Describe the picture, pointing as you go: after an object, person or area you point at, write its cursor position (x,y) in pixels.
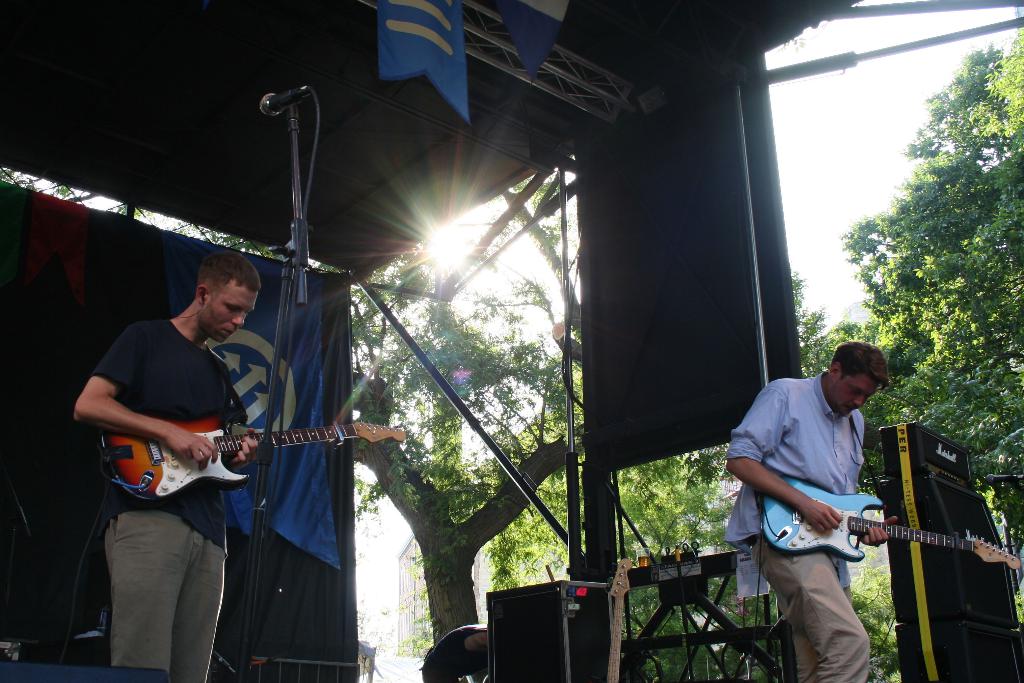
In this picture outside of the city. The two persons (211,360) are standing on a stage (658,284). They are holding a guitar (830,540). They are playing a musical instruments (839,527). We can see in background (291,492) banner (254,364), musical instruments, sky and trees (978,168).
